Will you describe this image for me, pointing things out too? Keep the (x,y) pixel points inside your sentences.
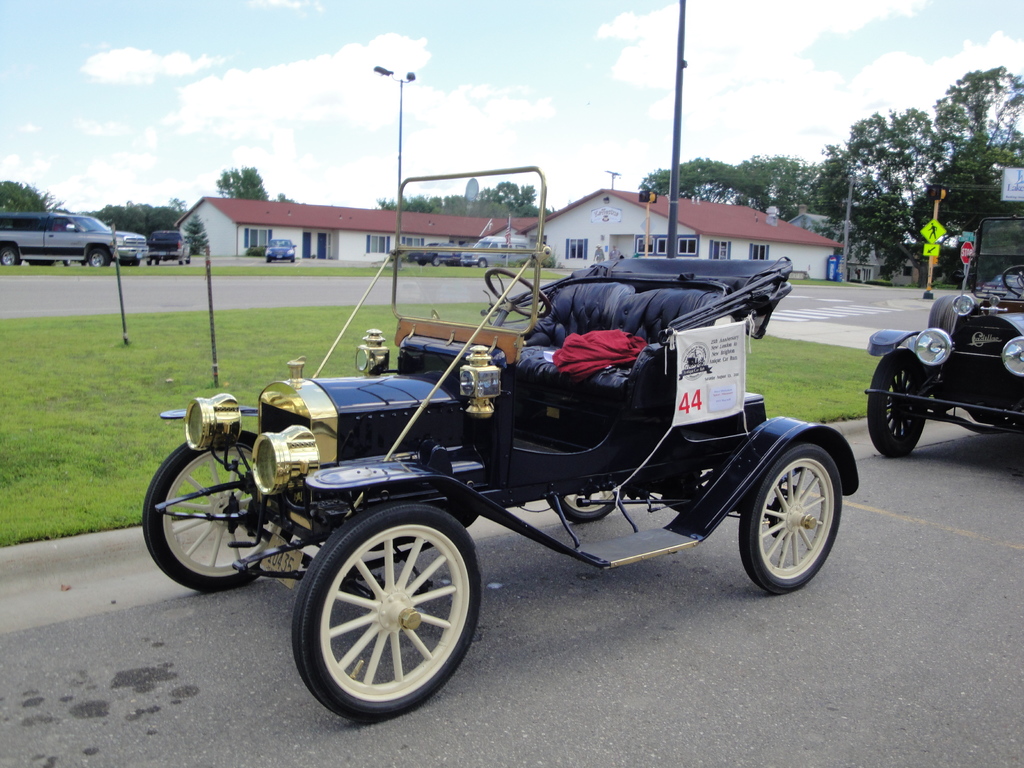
This picture is clicked outside. In the center (580,507) we can see the group of vehicles (15,238) and we can see the green grass (226,335) and poles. In the background (826,255) we can see the trees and houses (665,257) and we can see the windows (657,239) of the houses (466,237) and we can see many other objects (1008,179).
